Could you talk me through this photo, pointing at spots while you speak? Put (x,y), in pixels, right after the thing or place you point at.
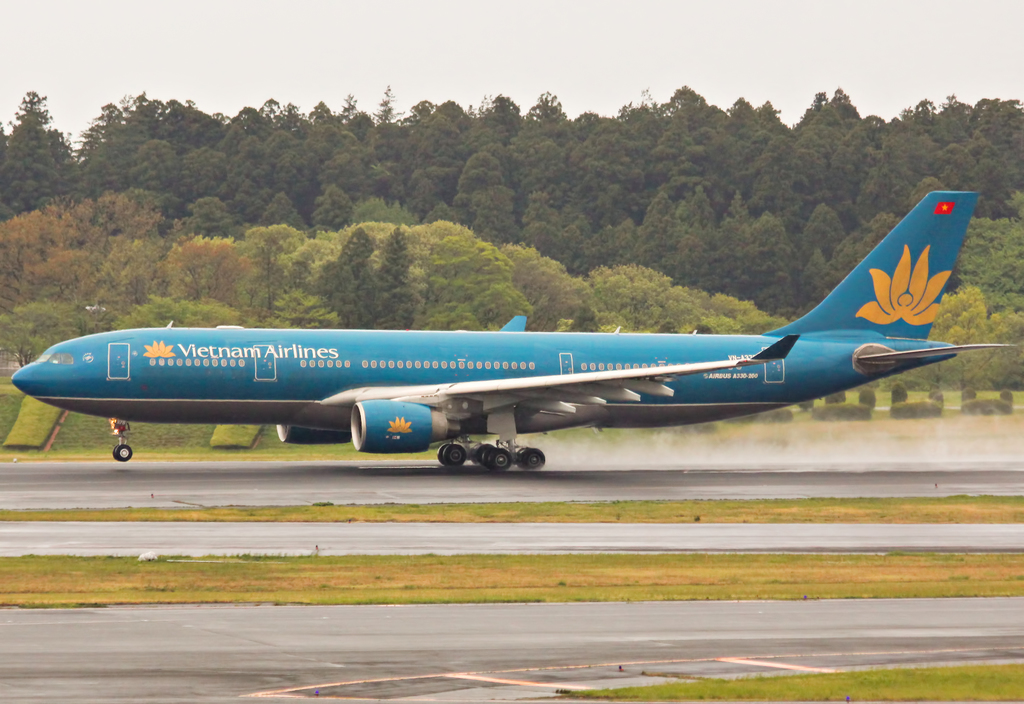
In this picture there is an aeroplane (398,410) in the center of the image (362,410) and there are trees (432,203) in the background area of the image (438,227).
